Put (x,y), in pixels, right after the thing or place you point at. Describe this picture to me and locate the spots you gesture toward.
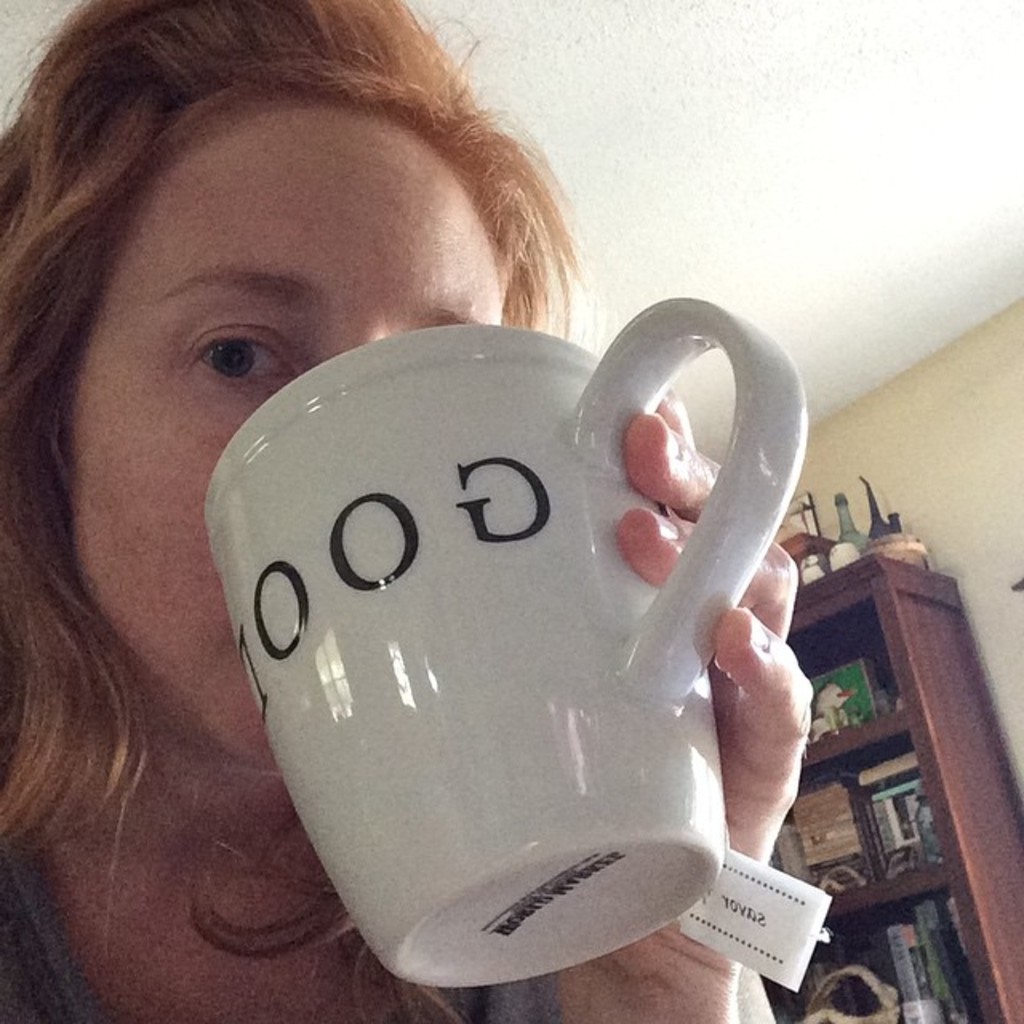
There is a woman (59,944) holding coffee cup (782,407) and behind her there is a shelf (1014,1018) and things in it.
